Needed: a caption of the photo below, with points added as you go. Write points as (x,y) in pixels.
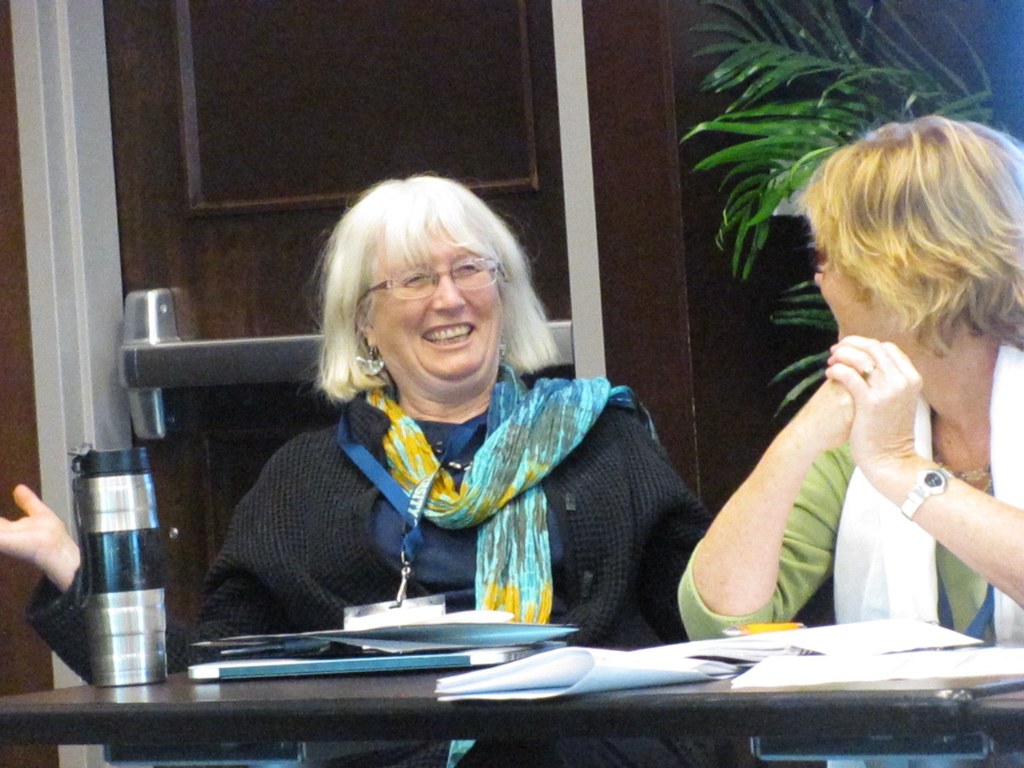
In the picture there are two women (1002,526) sitting in front of the table (790,707), both of them are talking to each other and laughing. On the table (260,681) there are some papers (470,644) and a bottle (151,576). Behind the two people (985,287) there is a plant (791,149) and beside the plant (833,123) there is a door (253,156).
